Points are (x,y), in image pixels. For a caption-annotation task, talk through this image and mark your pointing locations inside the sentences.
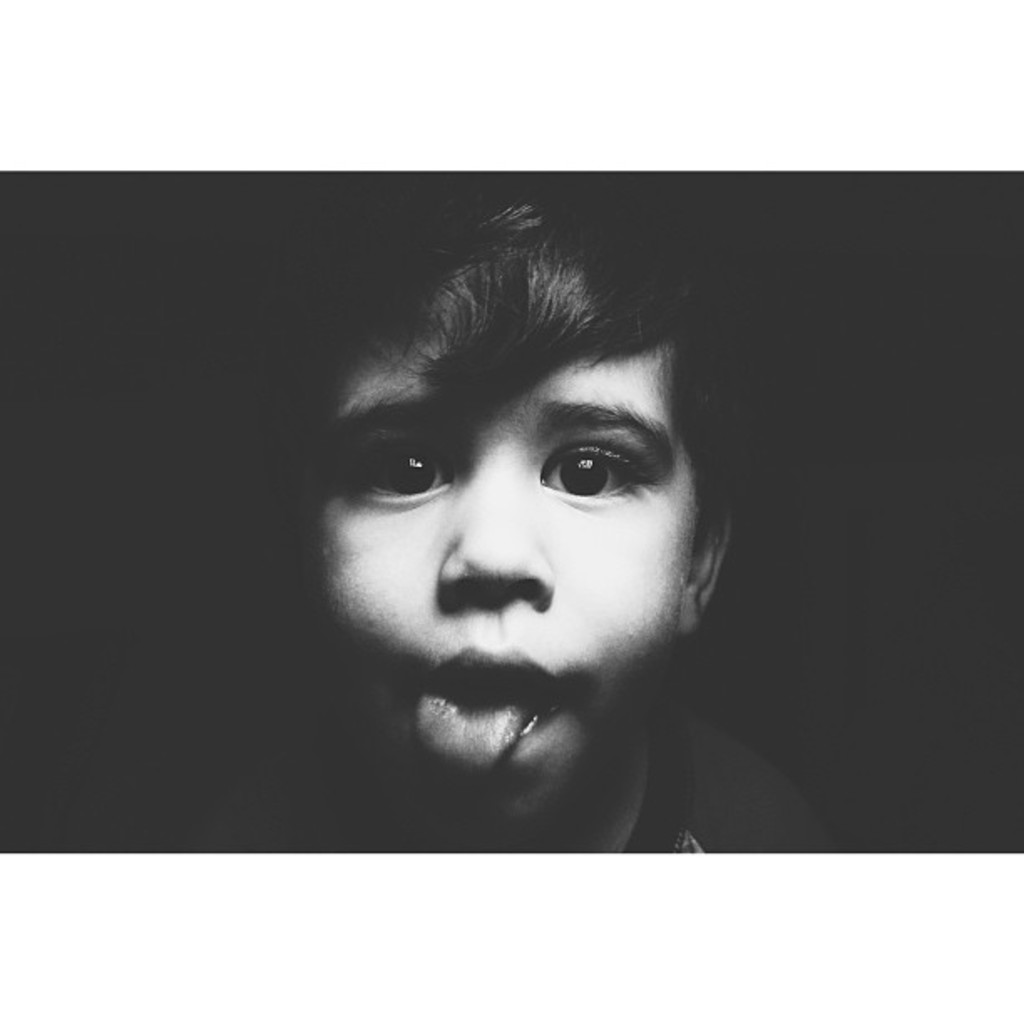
In this picture we can see a child (412,537) and in the background (123,242) it is dark.
